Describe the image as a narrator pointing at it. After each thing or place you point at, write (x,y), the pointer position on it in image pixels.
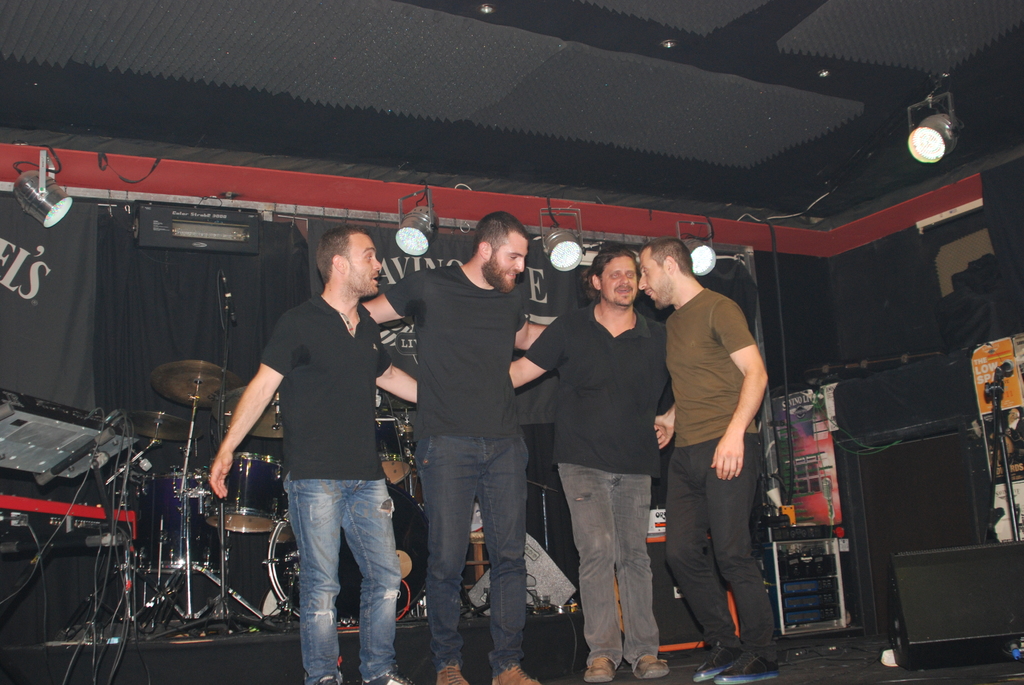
There are men (593,606) standing, behind these men (626,593) we can see musical instruments (194,502), devices (34,414), microphone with stand (220,512) and cables (120,502). In the background (313,266) we can see curtains (158,289), banners (417,259) and focusing lights (413,237). On the right side of the image (888,466) we can see microphone (995,380) with stand (995,421), device (966,583) and board (985,354). At the top (952,117) we can see lights (22,178).
